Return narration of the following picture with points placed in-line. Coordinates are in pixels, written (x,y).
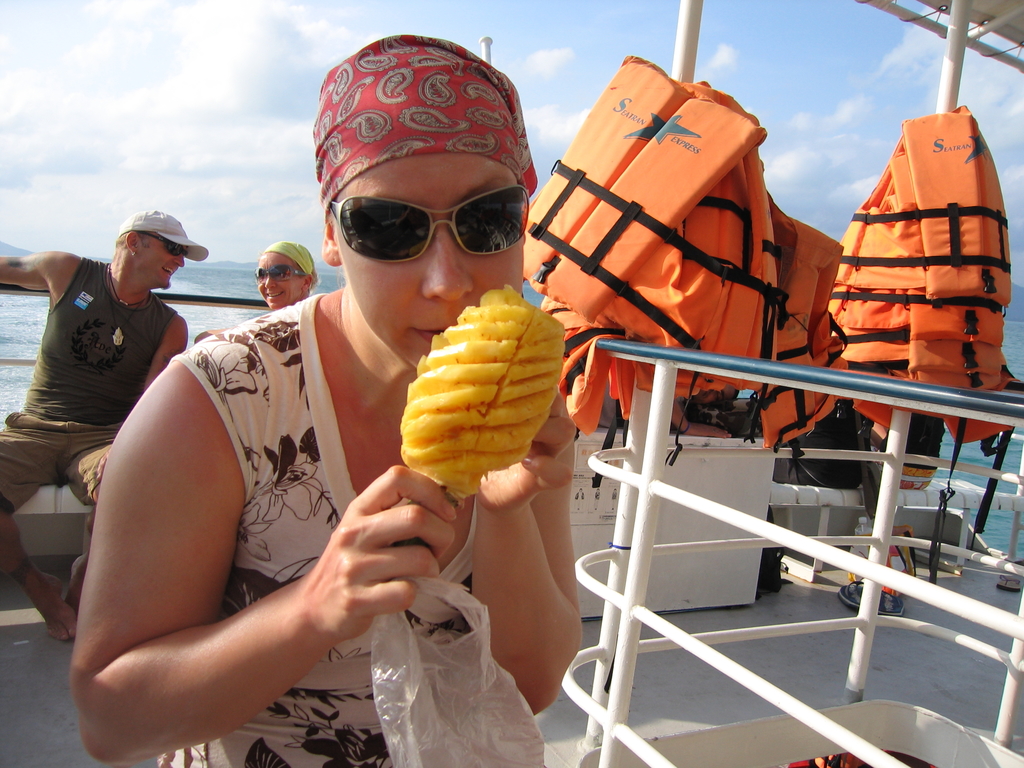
In this picture I can see there is a woman (311,335) sitting here and there are two other people (163,350) sitting in the backdrop (81,334). There are some life jackets (851,308) here and there is a ocean (244,313) in the backdrop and the sky (178,94) is cloudy.
